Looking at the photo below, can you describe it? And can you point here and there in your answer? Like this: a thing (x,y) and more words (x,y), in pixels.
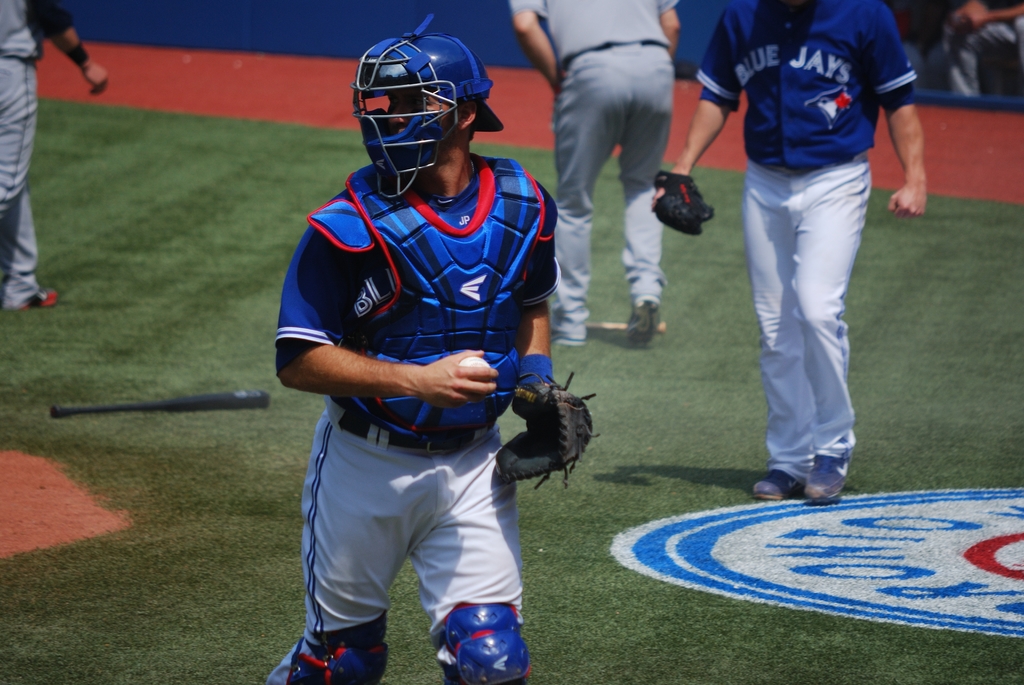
In this picture there are people (298,364), among them there is a person (414,485) holding a ball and wore glove (530,418) and helmet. We can see a bat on the grass (230,470). In the background of the image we can see wall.
